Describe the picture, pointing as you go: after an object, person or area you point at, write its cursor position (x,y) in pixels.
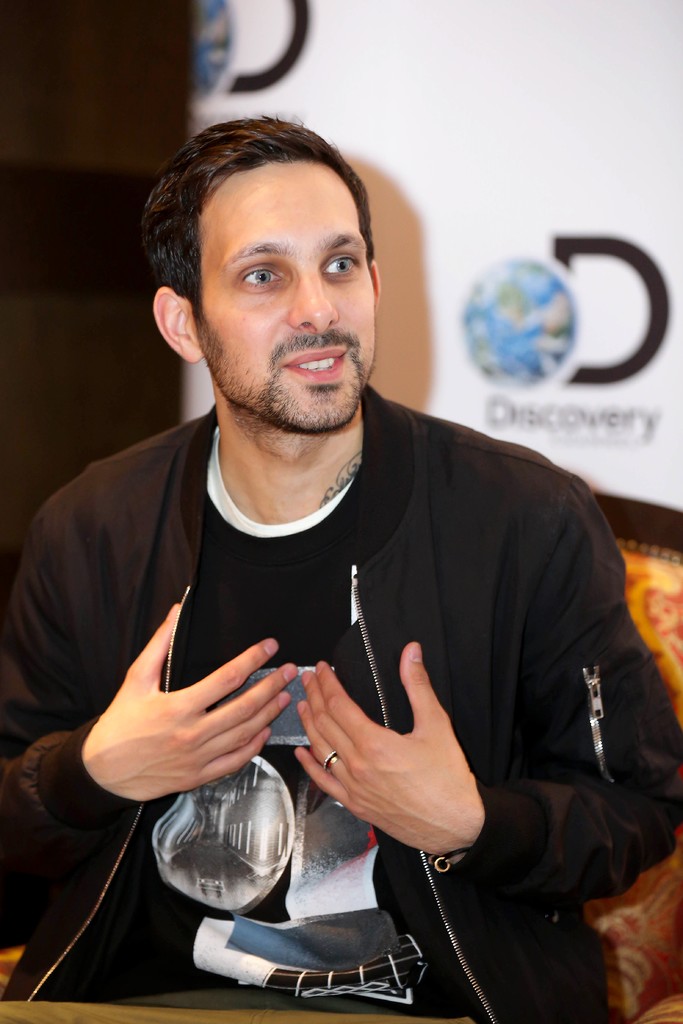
In this image I can see a person (159,632) sitting wearing black color dress (573,728). Background (565,197) I can see a board (426,204) in white color.
